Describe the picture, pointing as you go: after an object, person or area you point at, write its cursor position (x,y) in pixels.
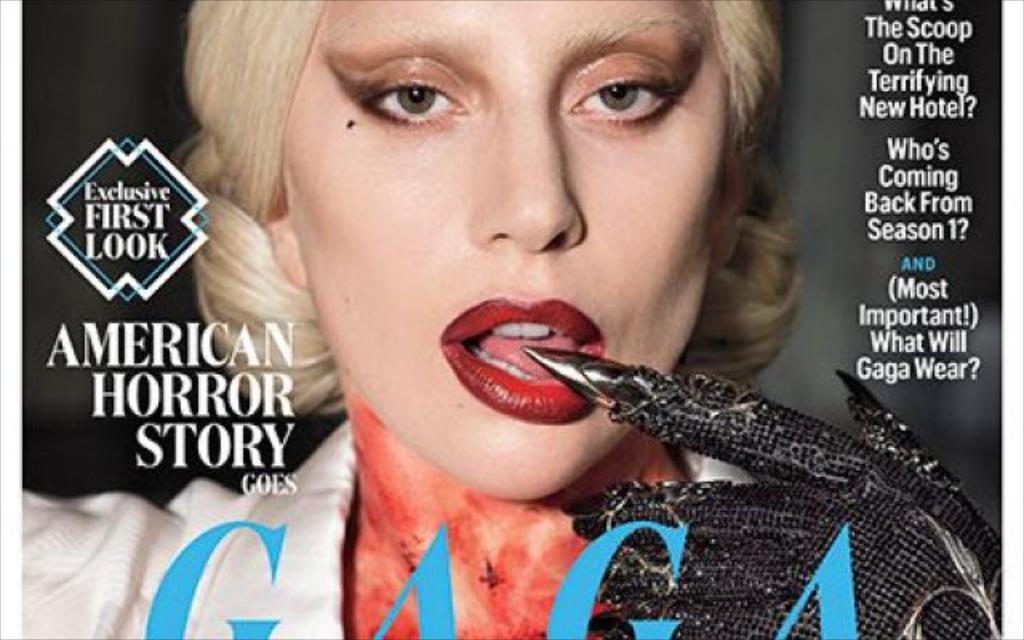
This looks like a poster (362,306). I can see a woman (362,306) with the white dress (323,502) and a hand glove (773,514), which is black in color. These are the letters (920,57) on the poster (887,429).
